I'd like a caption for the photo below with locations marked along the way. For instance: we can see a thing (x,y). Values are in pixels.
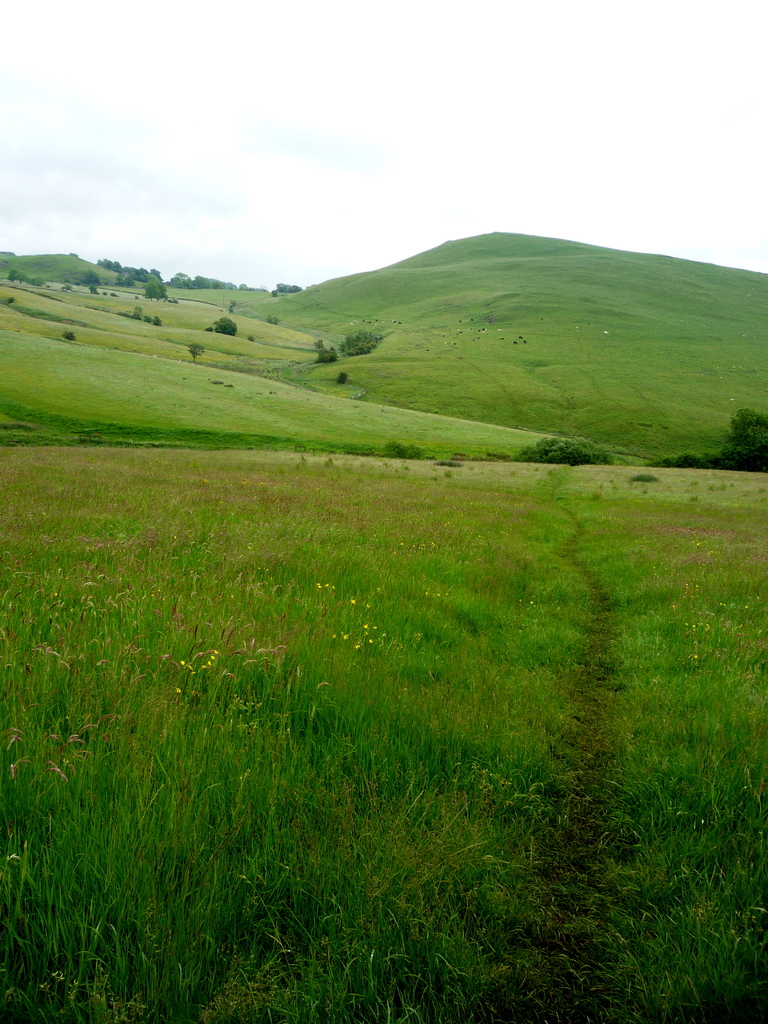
In front of the image there are plants (408,605) and flowers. In the background of the image (656,390) there is grass (408,417) on the surface (266,423). There are plants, trees (148,293). At the top of the image (303,171) there is sky (319,139).
